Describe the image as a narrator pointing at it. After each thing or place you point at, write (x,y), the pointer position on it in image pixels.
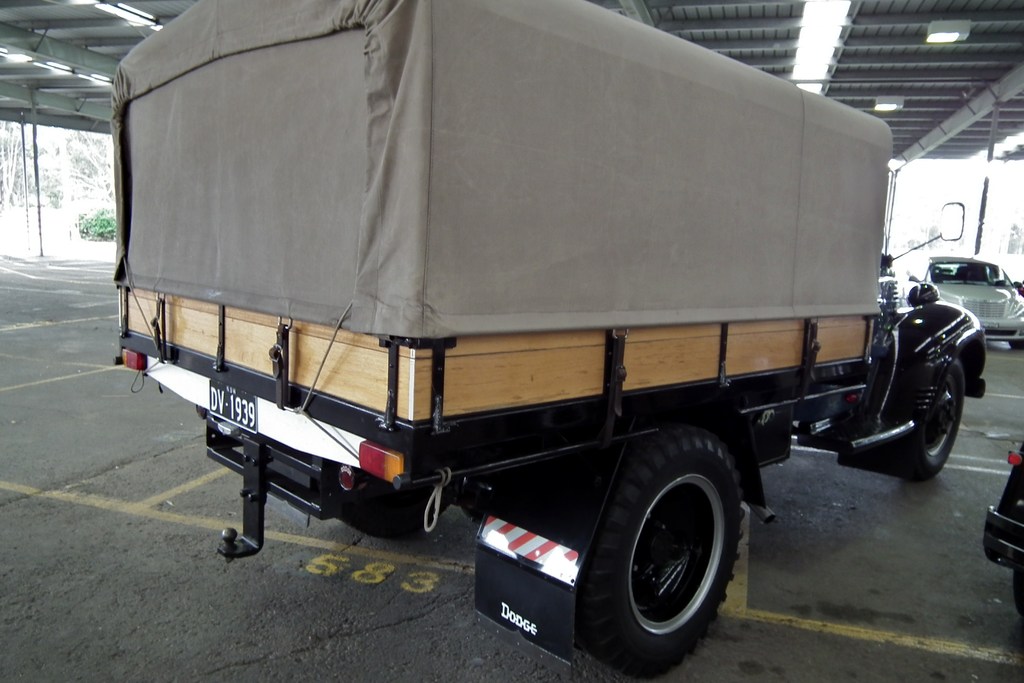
In this image there are vehicles (680,231) parked under the shed (667,29). Outside the shed (82,82) there are plants (100,224) and trees (74,150). There are markings (205,523) on the road (346,581).
